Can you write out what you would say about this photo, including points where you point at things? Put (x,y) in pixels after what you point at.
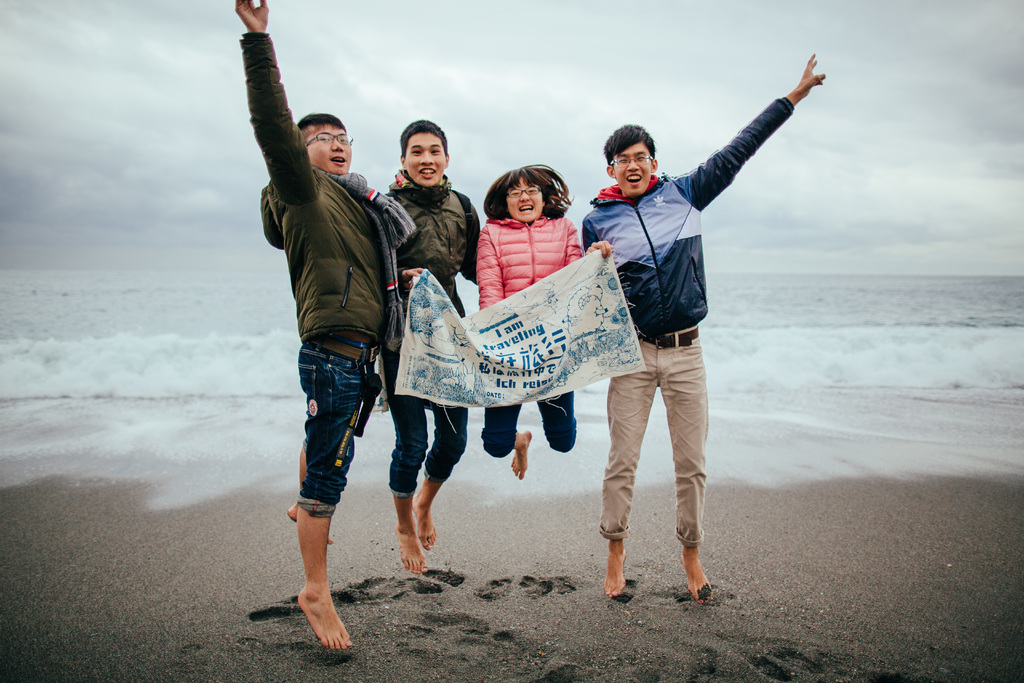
In the foreground of this image (408,340), there are four persons (485,260) in air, holding a banner (536,366) in their hands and in the background (822,293) there is sand (857,537), water (833,315) and the cloud (844,124).
